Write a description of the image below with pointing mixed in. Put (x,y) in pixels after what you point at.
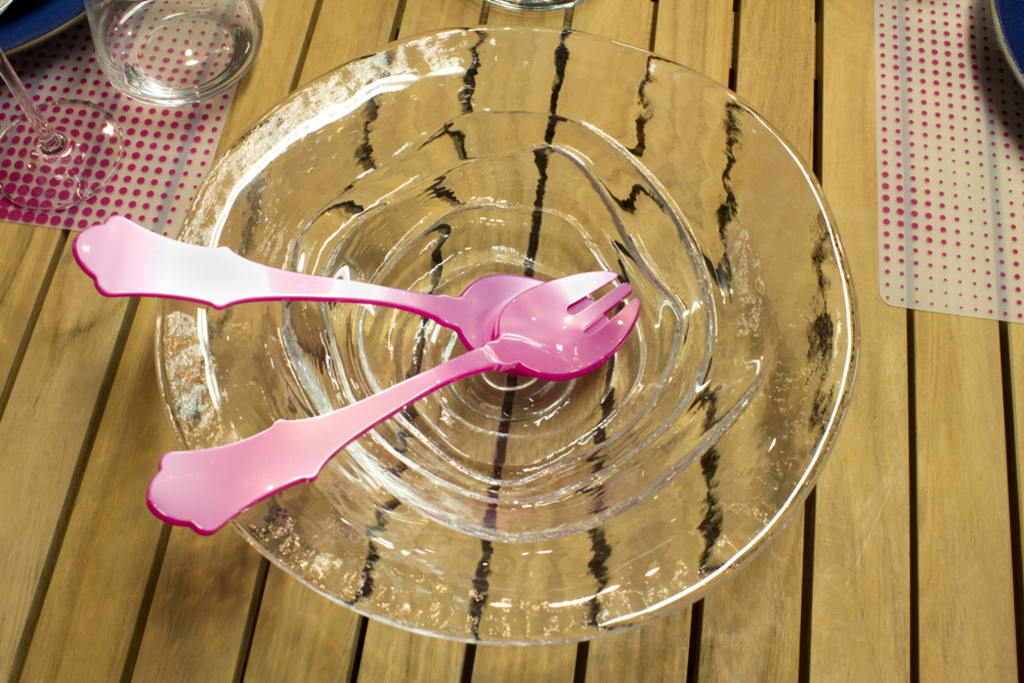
In this image there are fork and spoon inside a glass bowl (369,74) on a table (127,423), and in the back ground (100,147) there are glasses (103,125), plates (76,17), table mats (914,68) on a table (693,49).
